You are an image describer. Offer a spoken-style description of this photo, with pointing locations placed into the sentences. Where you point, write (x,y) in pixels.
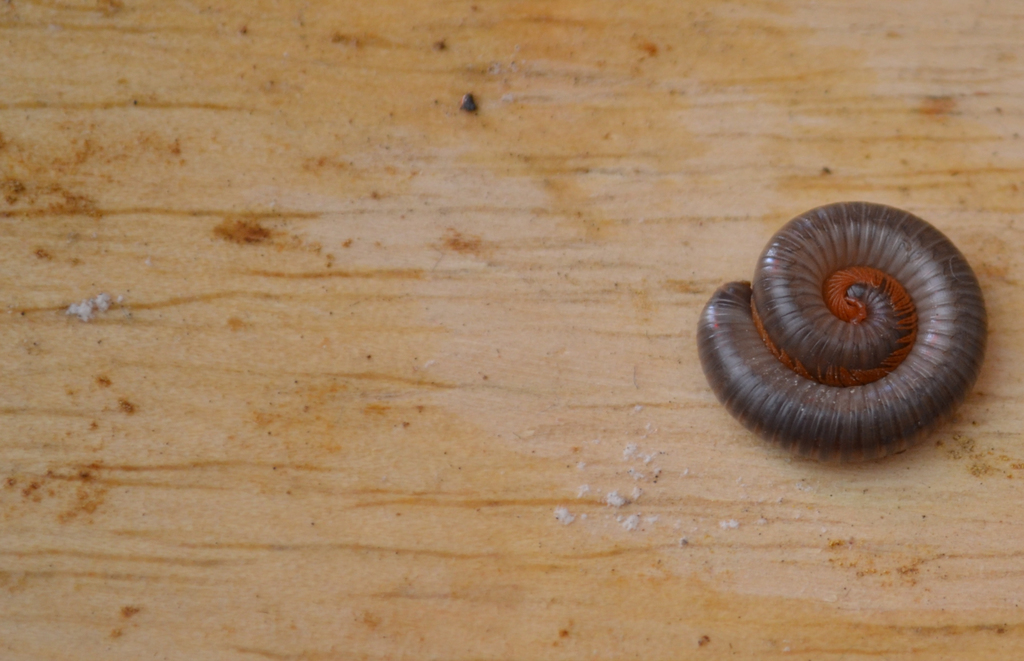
In the picture I can see insect (738,318) on the floor (689,283).
